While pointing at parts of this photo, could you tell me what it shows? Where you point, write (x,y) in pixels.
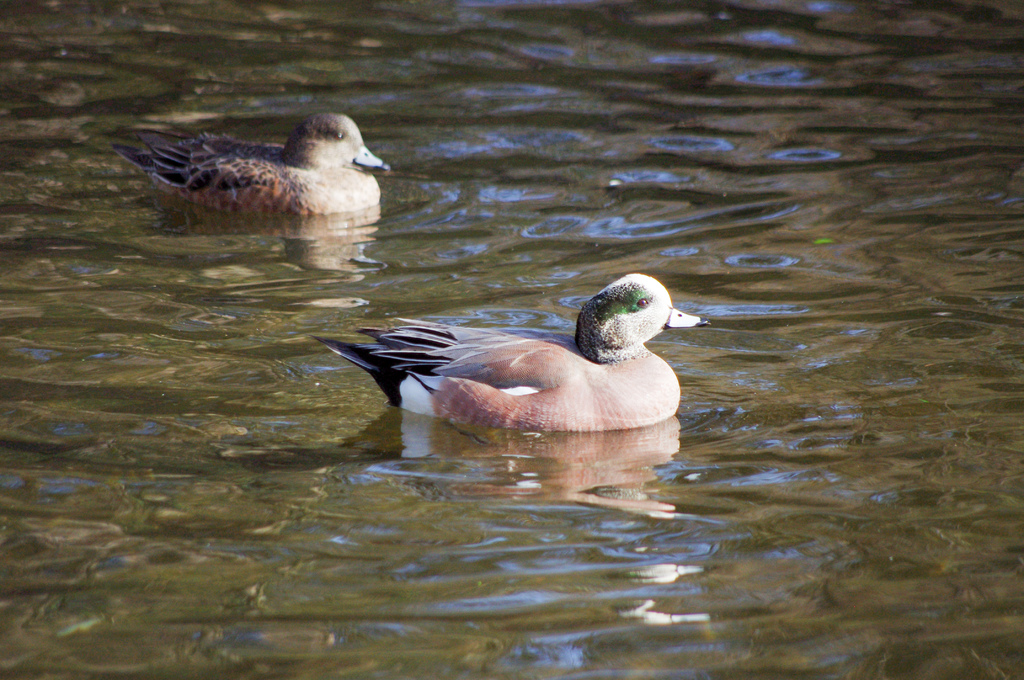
In this image we can see few birds (539,367). There is a lake (569,310) in the image. There are some reflections (682,144) on the water surface (664,152).
